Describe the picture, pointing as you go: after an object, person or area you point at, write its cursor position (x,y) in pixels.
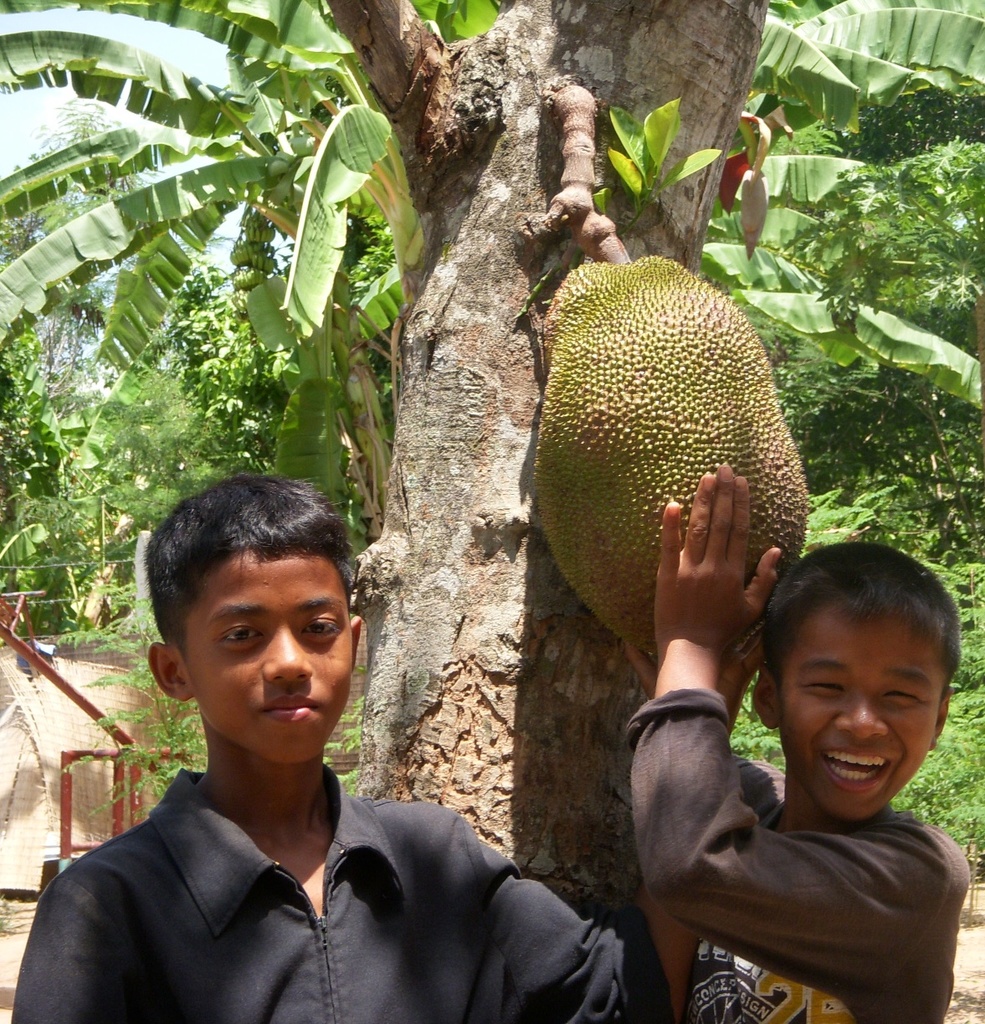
In the image I can see two kids (457,818), among them a kid (770,649) is holding the jack fruit (600,276) which is to the tree (441,174).
